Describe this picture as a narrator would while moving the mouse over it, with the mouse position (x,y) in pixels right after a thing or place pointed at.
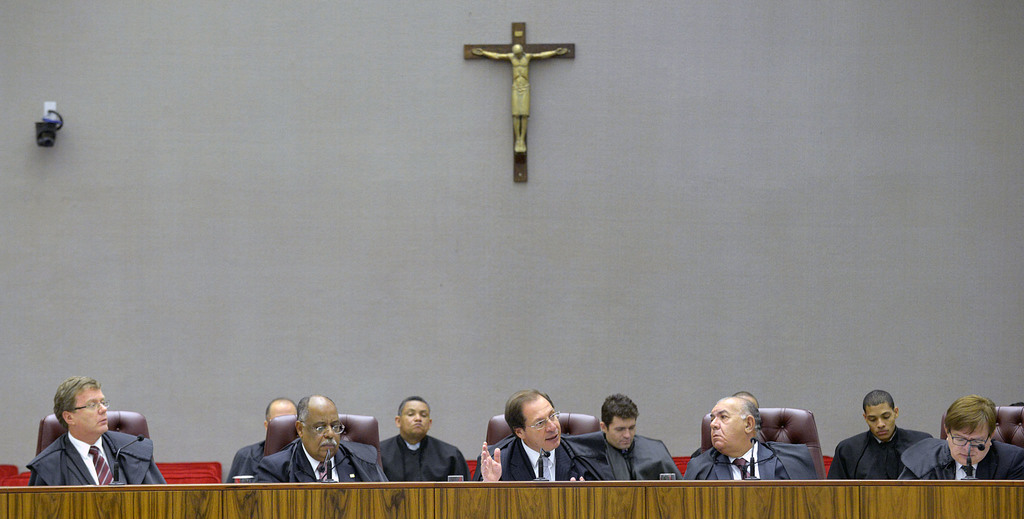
In this image we can see many people (629,444) sitting on the chairs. There is an idol (519,72) on the wall (503,74). There is an object (52,122) on the wall (90,137) at the left side of the image (34,130). There are few microphones (325,472) and few other objects (243,476) in the image.
